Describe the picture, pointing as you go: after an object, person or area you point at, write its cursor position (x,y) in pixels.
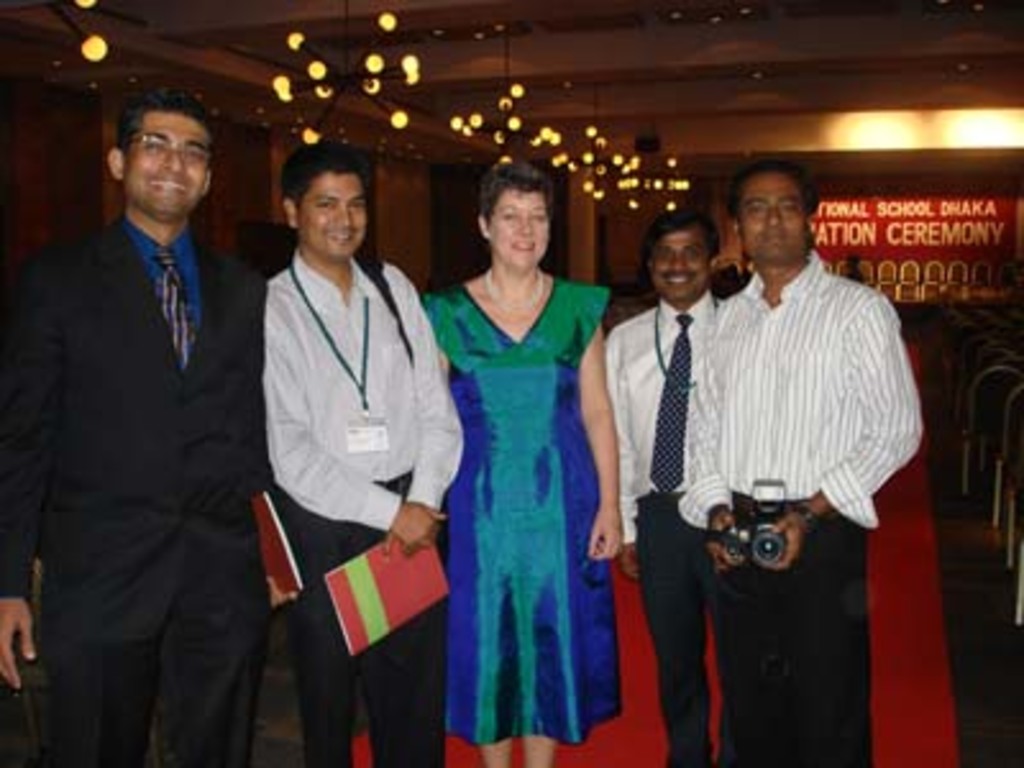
There are people (306,293) standing and smiling, these two people (173,522) holding books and this man (784,583) holding a camera (770,551). We can see chairs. In the background (511,101) we can see lights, banner (916,230), chairs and stage (904,275).
